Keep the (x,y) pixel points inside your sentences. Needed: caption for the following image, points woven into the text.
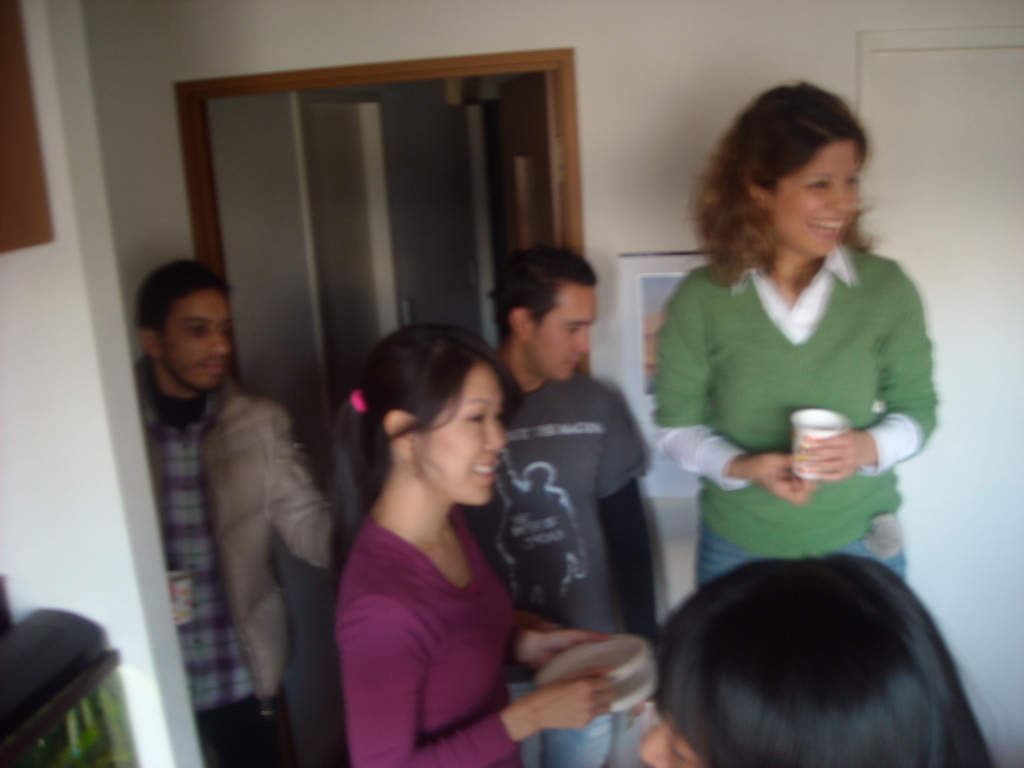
In the center of the image (453,487) we can see four people (544,548) are standing and they are in different costumes (497,564). Among them, we can see two persons (740,401) are smiling and a few people (757,416) are holding some objects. At the bottom right side of the image (794,658), there is a person's head (824,680). In the background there is a wall (134,358) and a few other objects (970,167).
